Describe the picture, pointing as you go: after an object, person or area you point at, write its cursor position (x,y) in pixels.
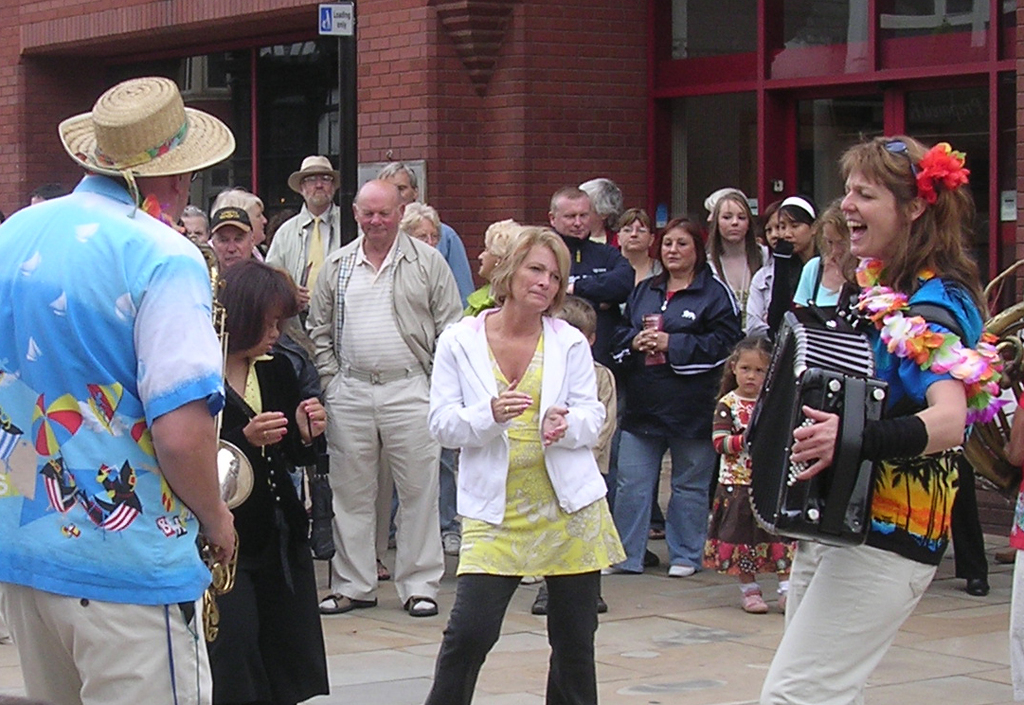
In this image there is a woman (834,685) at the right side of image (906,267) is playing an accordion (799,467) is wearing a summer suit (884,490). Person (40,544) at the left side (171,158) is playing saxophone (216,307) is wearing a summer suit (133,230). There are group of people (333,407) standing and listening music. Woman (453,393) at the middle of image (461,349) is wearing yellow colour top (529,383) is dancing. At the background (1,8) there is a red brick wall (19,143).
